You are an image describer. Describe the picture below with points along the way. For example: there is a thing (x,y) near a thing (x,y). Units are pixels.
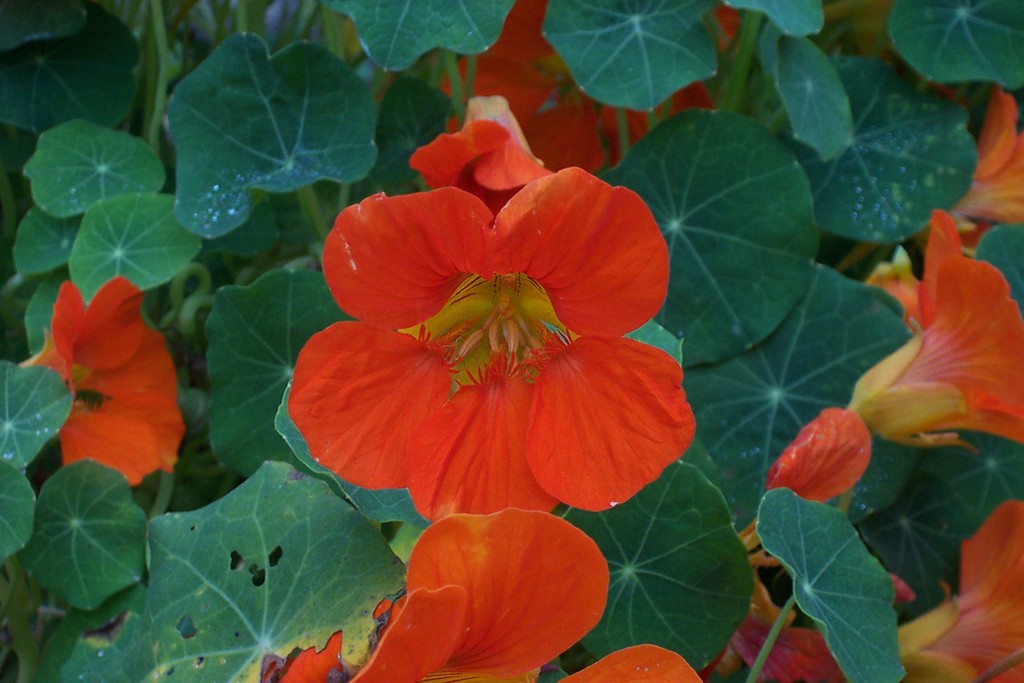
In this image, we can see some plants (699,416) and flowers (689,673).
